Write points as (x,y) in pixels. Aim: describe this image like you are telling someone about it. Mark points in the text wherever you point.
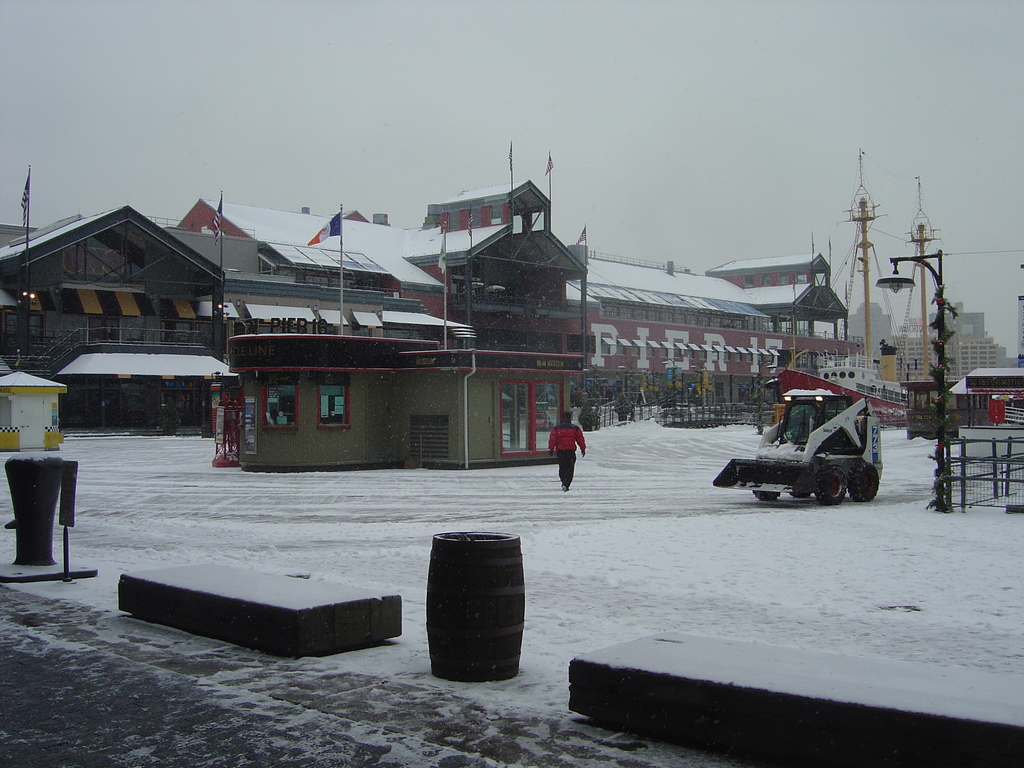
In this image we can see buildings (412,279), flags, flag posts (447,268), cranes (856,205), street lights (913,279), street poles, person (573,460), motor vehicle (787,423), barrels (505,637), snow (755,593) on the roads (568,568) and sky (241,138).
